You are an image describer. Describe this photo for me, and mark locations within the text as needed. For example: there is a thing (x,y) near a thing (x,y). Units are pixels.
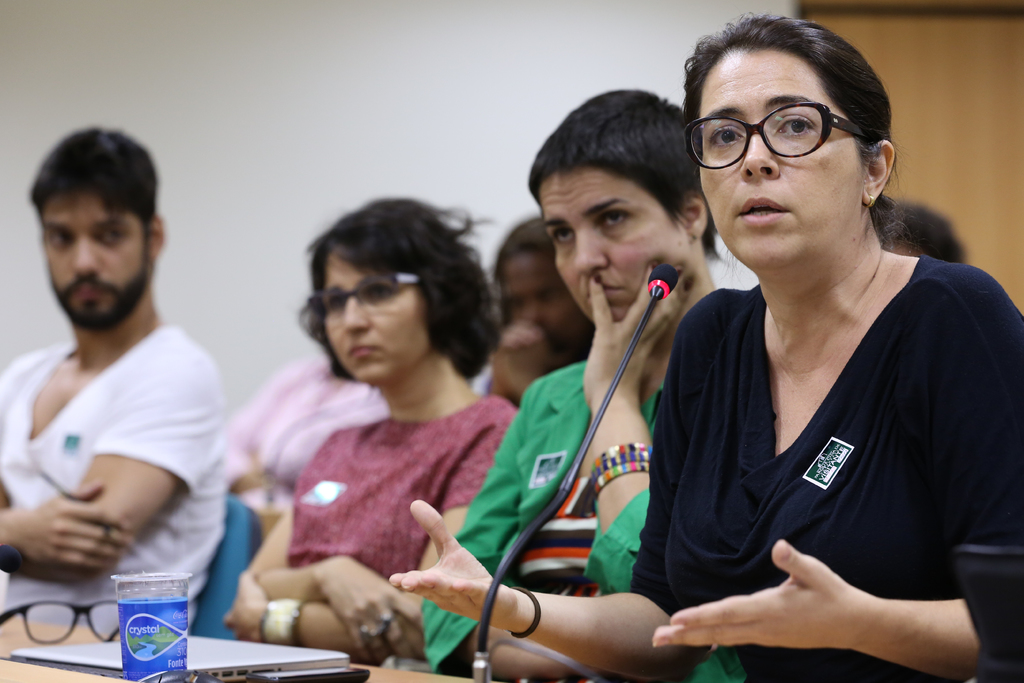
It is a conference there are some people (270,441) sitting in front of a table (17,626) and on the table (79,632) there are spectacles (62,633), laptop (210,642) and a glass (154,650). In the front (737,417) a woman (748,390) is talking something and there is a mic (484,632) in front of the woman (751,357) and in the background (410,121) there is a white wall (380,60).
